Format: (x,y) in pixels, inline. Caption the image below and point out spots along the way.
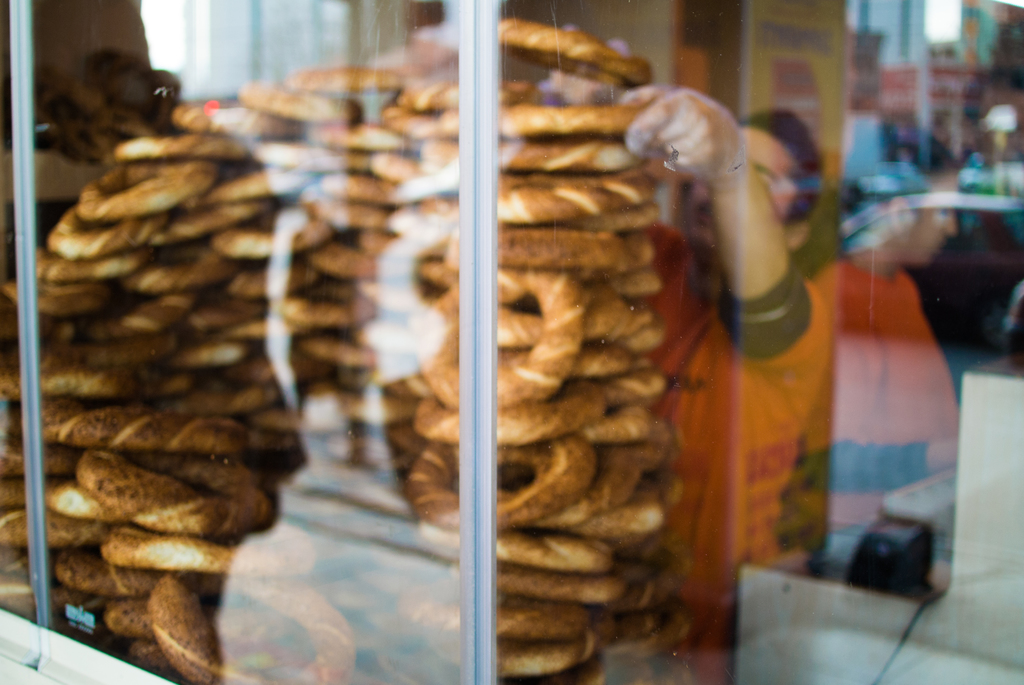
In this picture there are donuts (380,161) in a glass container (371,8) on the left side of the image (298,221) and there is a man (636,133) who is arranging donuts (622,139) on the right side of the image (720,206).
